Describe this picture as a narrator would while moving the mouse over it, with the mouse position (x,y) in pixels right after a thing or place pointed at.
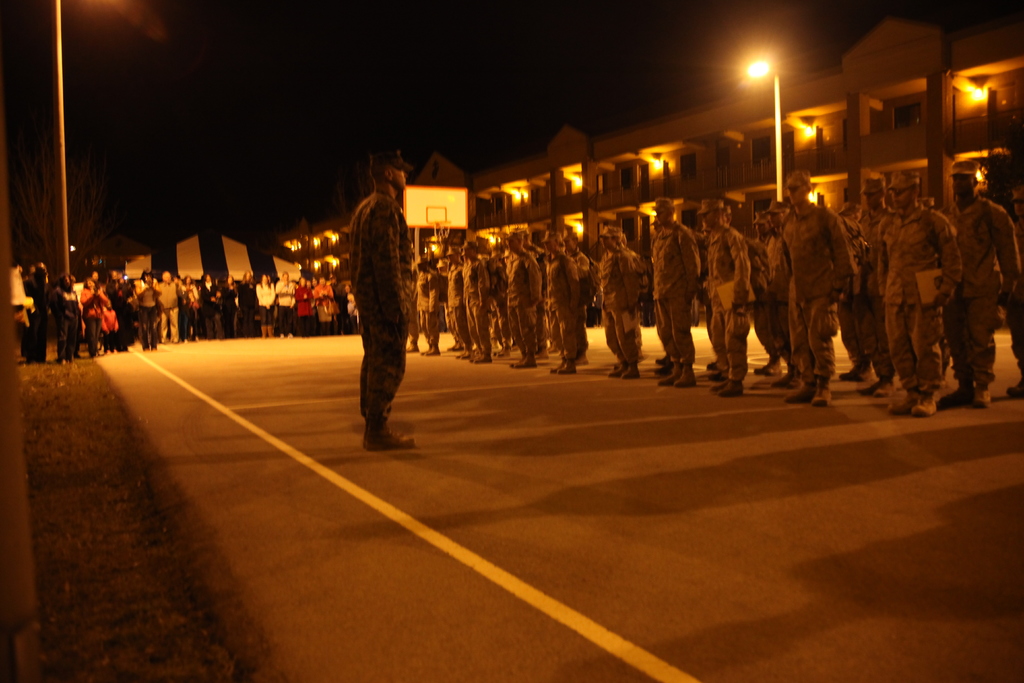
This image is taken during the night time. In this image we can see the buildings (956,132), lights (980,86), poles (61,96), board (458,216) and also the tent (230,254) for shelter. We can also see the people (558,262) standing on the road (457,398).
